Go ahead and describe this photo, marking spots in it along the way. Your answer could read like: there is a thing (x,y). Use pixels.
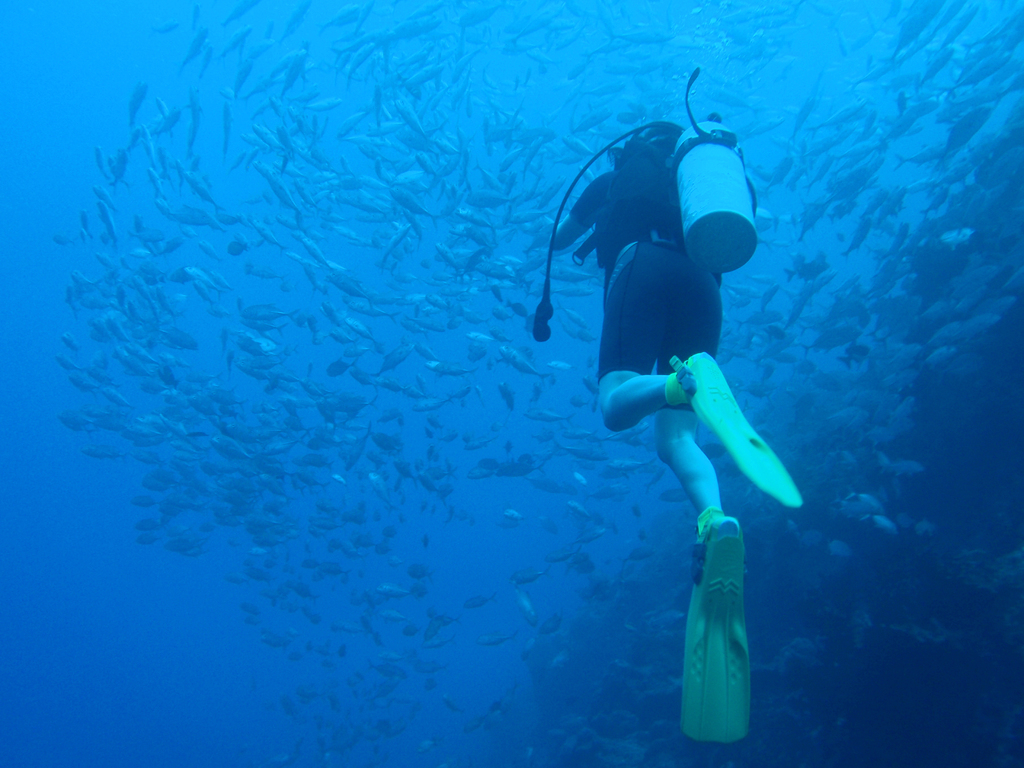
In this image, there is a person (674,459) doing scuba diving and we can see large school of fish stock (324,313) in the water (322,550).
